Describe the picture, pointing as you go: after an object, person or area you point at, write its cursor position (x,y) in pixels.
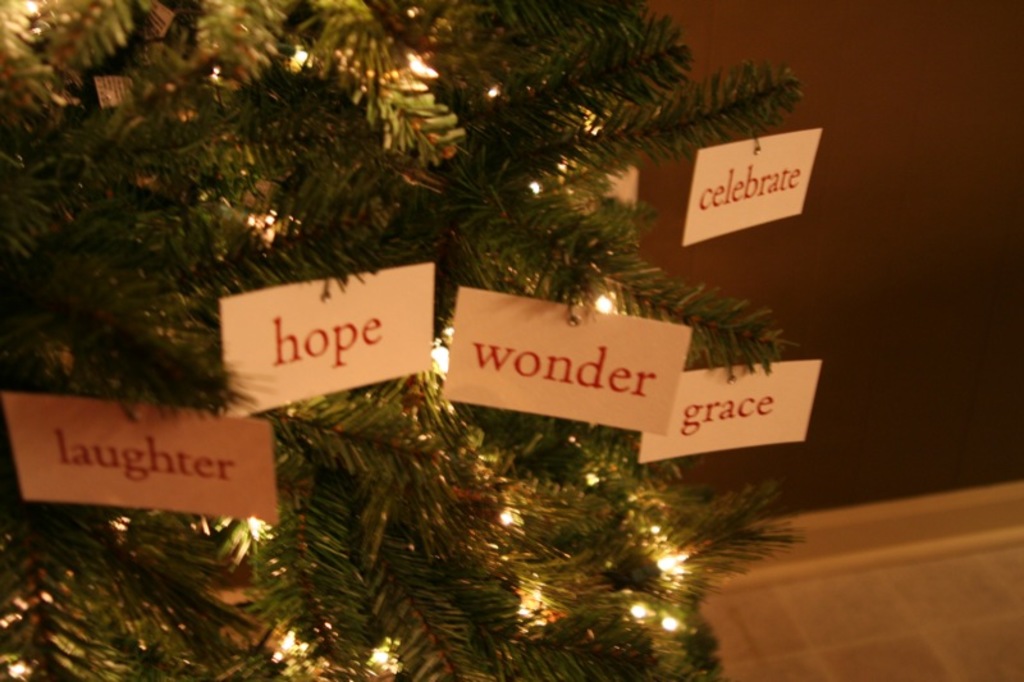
In this image we can see a tree (558,498), lights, cards (309,348), wall (848,167) and floor (878,608). Something is written on the cards (790,154).
